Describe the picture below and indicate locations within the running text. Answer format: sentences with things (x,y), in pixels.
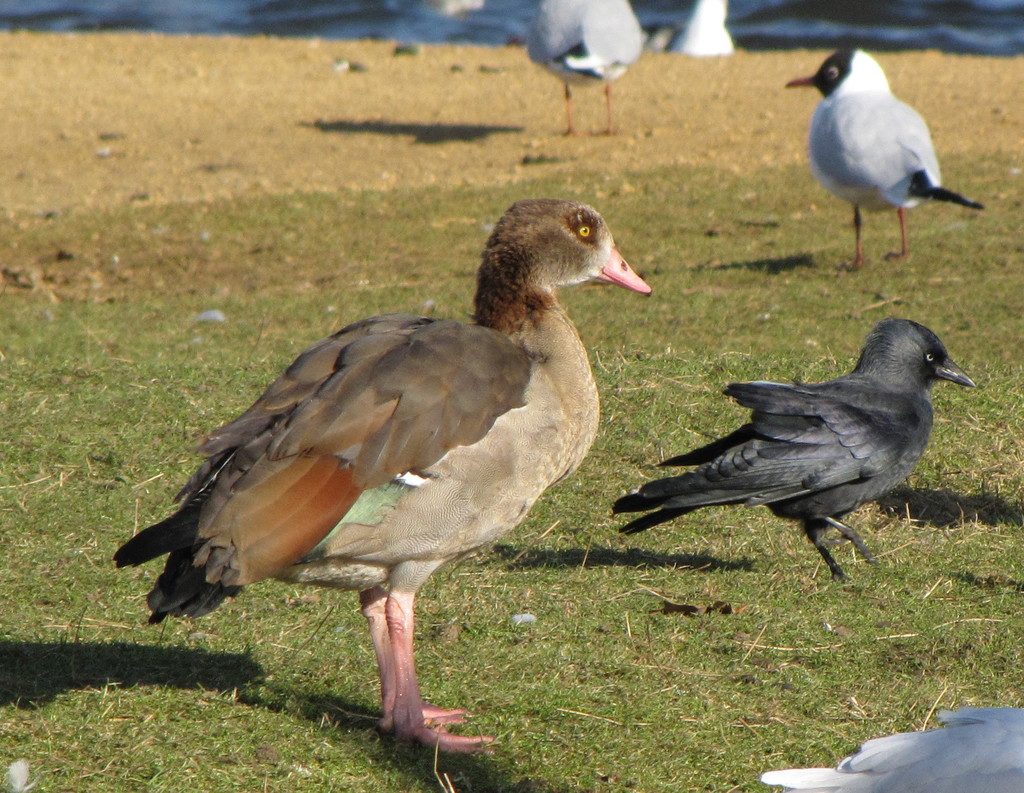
In this image I can see a bird (388,453) which is grey, pink and brown in color is standing on the grass (464,681). I can see few other birds (848,504) which are black, white and red in color on the ground (749,174) in the background (848,102).
